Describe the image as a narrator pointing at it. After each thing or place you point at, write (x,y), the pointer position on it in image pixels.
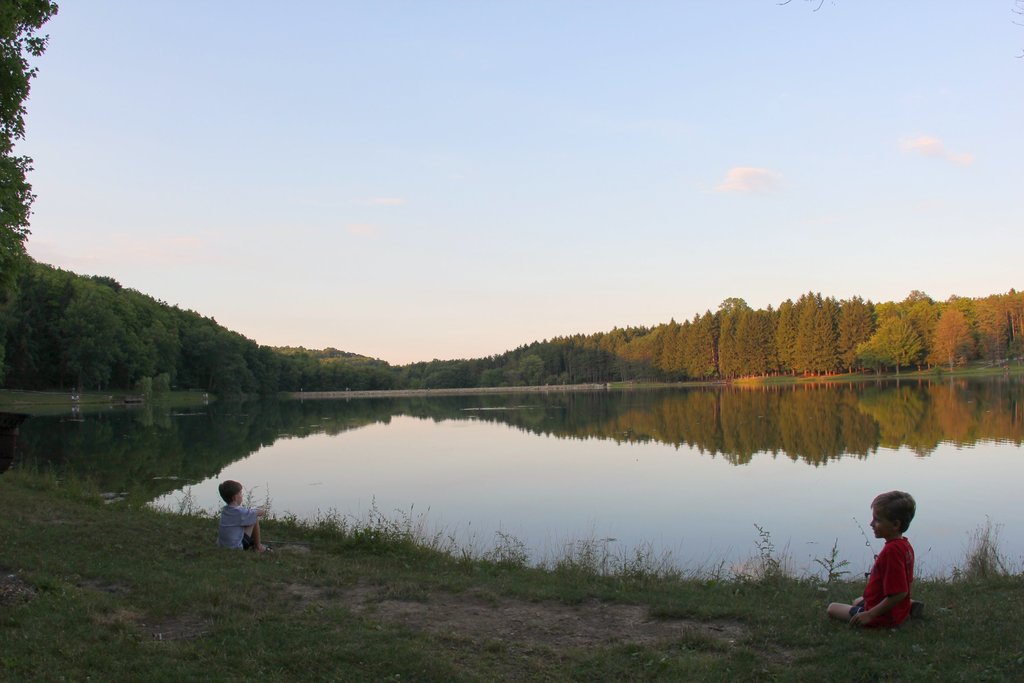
In this image, on the right (886,543) there is a boy (886,564), he wears a t shirt (897,569), he is sitting. On the left (220,513) there is a boy (226,540), he is sitting. In the middle (592,403) there are plants (463,561), grass (213,551), water (191,499), lake (504,507), trees (835,365), sky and clouds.
